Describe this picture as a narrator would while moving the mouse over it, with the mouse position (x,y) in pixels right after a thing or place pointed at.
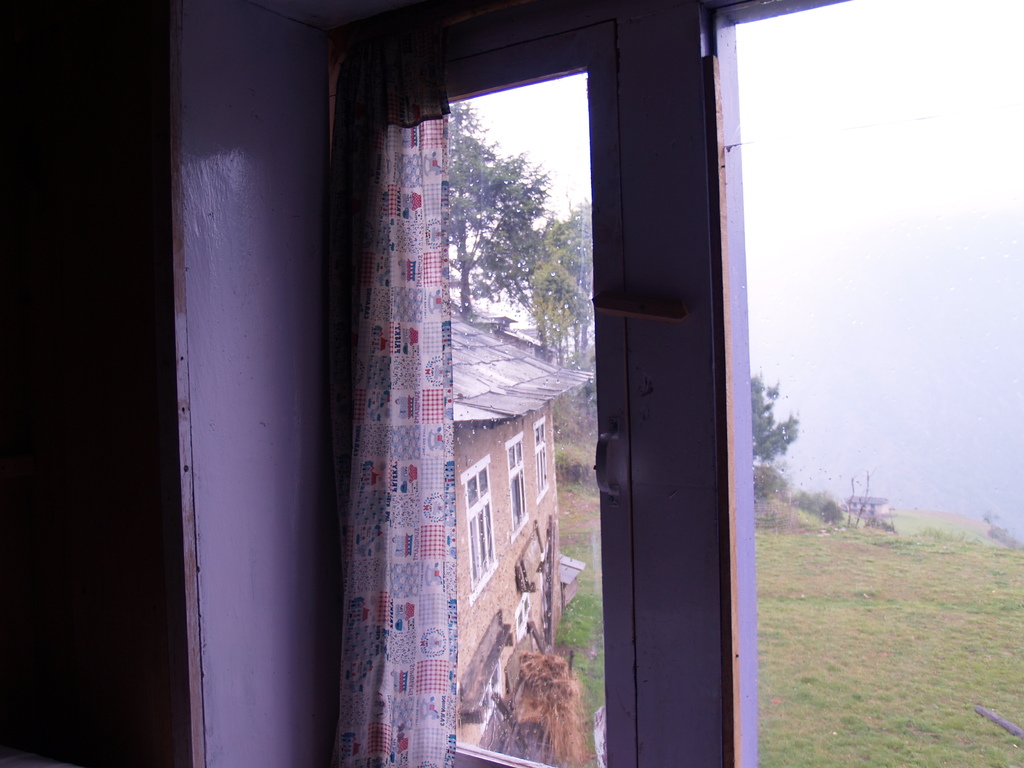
In front of the picture, we see a white wooden door (238,437). Beside that, we see a curtain (337,495) and the windows (598,697) from which we can see the trees (471,260), grass (570,621), wooden sticks (525,562) and the huts (564,602). In the background (965,300), we see the sky (849,318). On the left side (110,341), it is black in color.
